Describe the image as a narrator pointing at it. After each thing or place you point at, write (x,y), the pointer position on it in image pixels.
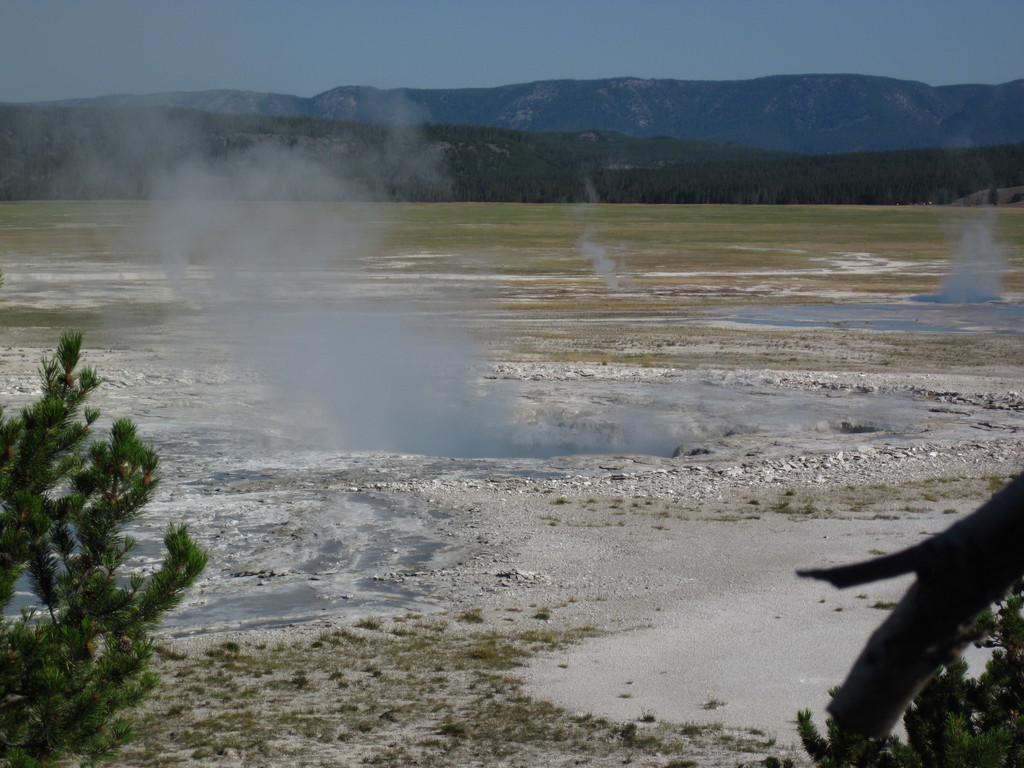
In this image we can see plants (934,692), and, few trees (434,182), mountains (521,124) and the sky (568,75) in the background (700,42).
